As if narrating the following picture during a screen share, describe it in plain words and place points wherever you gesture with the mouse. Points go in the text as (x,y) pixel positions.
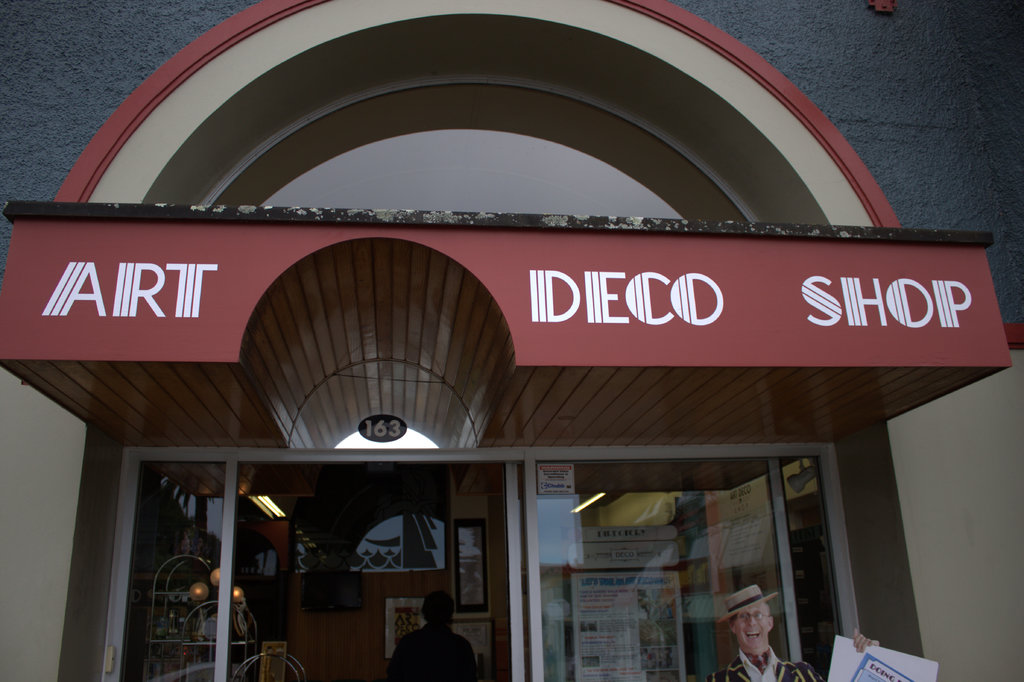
In this image I can see two persons (446,646) and I can also see the glass door (761,557). In the background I can see few lights (238,589) and few frames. In front (639,299) I can see the board (579,282) and the building (914,107) is in gray color.
